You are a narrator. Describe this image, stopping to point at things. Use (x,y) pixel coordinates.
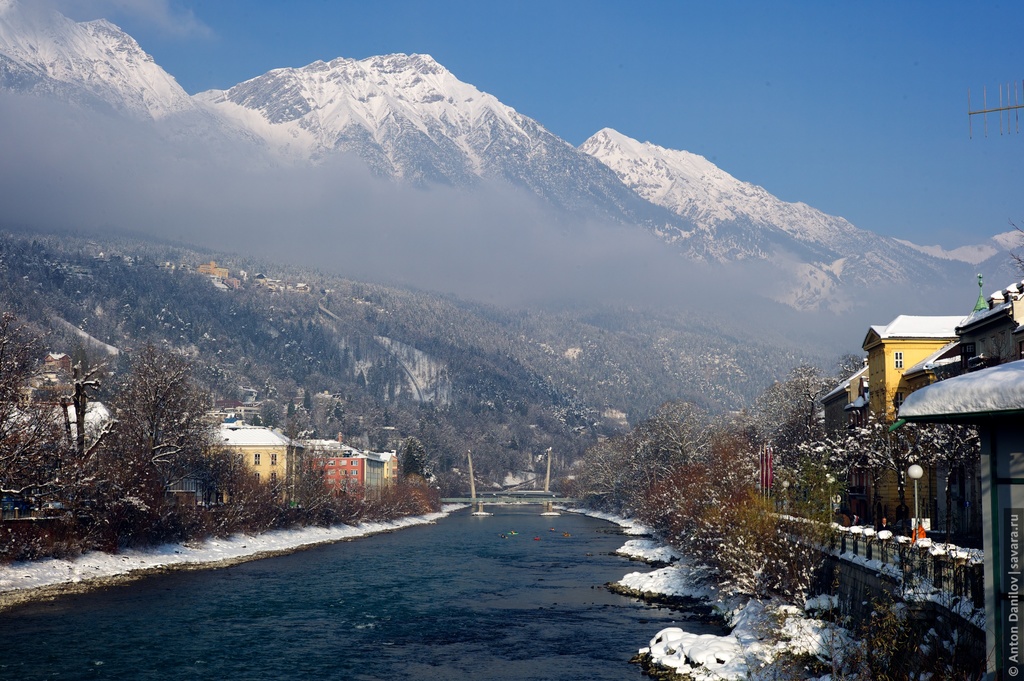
In this image I can see few buildings (267,434), windows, trees (478,412), light poles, snow (819,634), water (469,545), bridge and mountains (115,33). The sky (709,89) is in blue color.
